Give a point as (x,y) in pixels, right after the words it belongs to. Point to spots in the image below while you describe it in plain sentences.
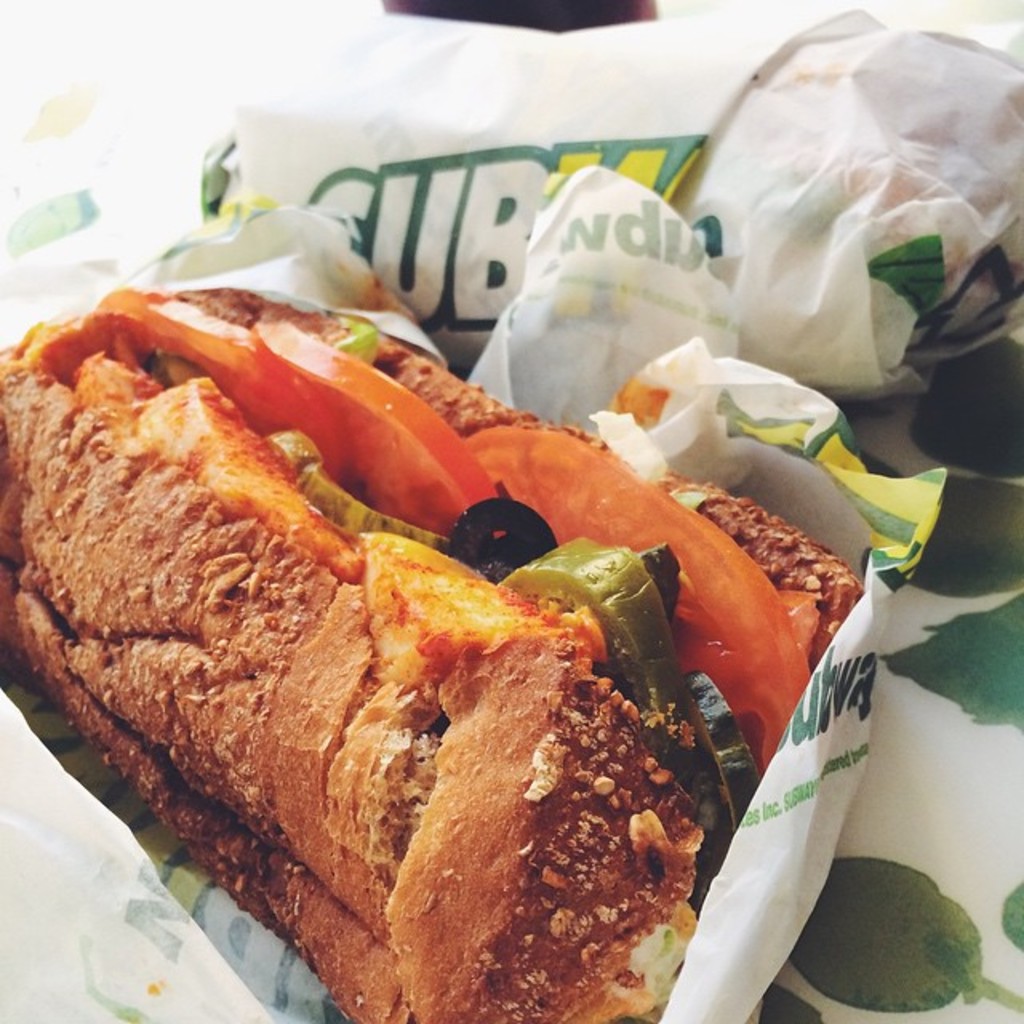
In this image I can see there is a packed and unpacked food packets (338,615) on the table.
